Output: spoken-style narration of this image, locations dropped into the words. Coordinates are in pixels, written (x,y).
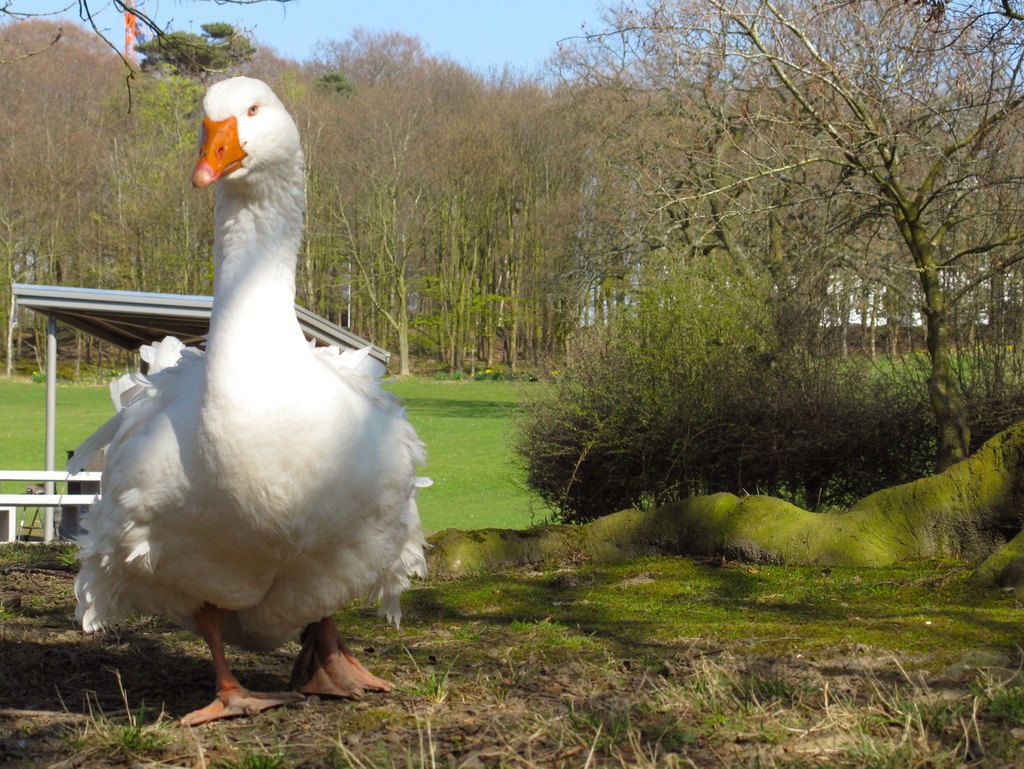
In this picture we can see a goose (262,107) walking on the land (286,684), covered with grass (457,434) and trees (663,370).
